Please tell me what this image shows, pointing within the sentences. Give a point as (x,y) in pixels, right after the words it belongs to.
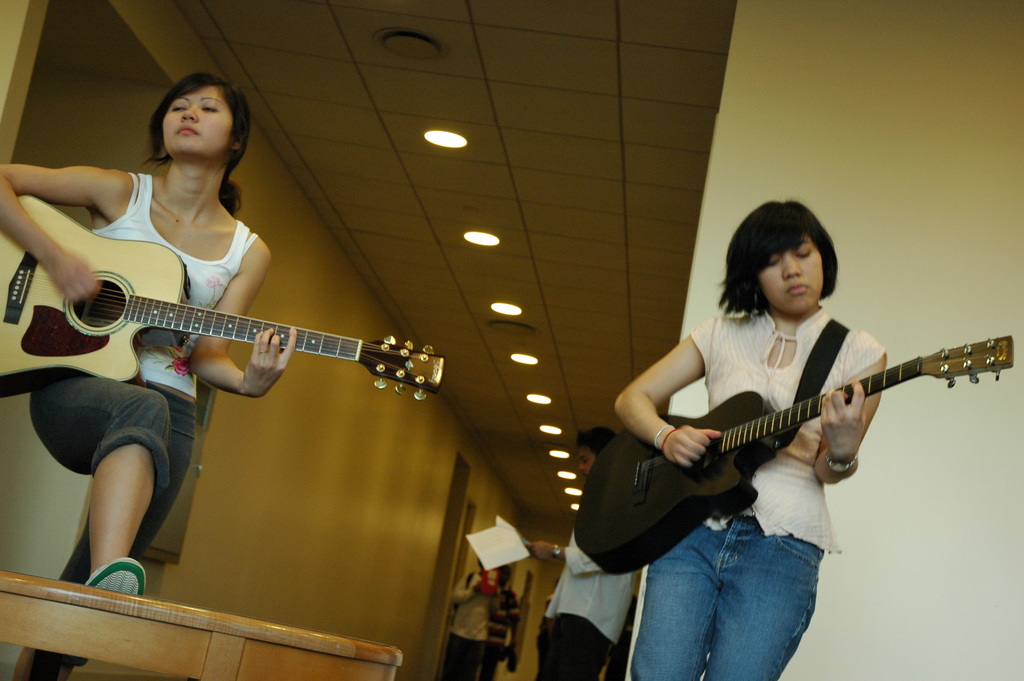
In this picture there are two women (164,175) standing and playing guitar (696,490). In the background (475,604) there are people (502,584) standing and there are lights (512,314) attached to the roof (511,297).
